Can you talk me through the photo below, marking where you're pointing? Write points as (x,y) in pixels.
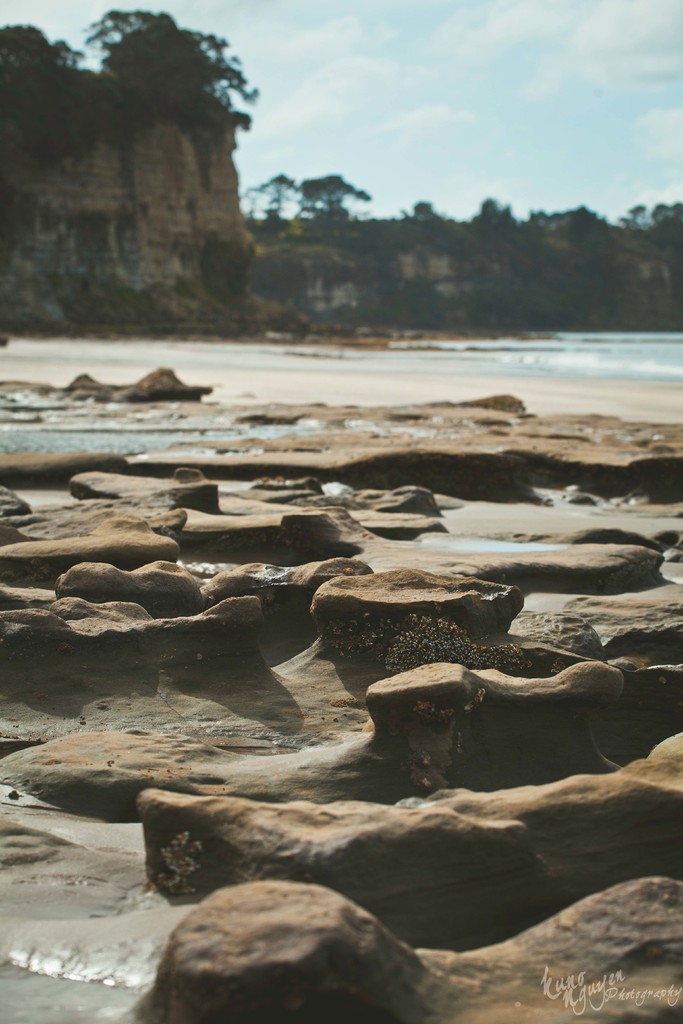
In this picture I can see few rocks (386,498) and water (569,360) and I can see trees (159,123) and a blue cloudy sky (516,101).
